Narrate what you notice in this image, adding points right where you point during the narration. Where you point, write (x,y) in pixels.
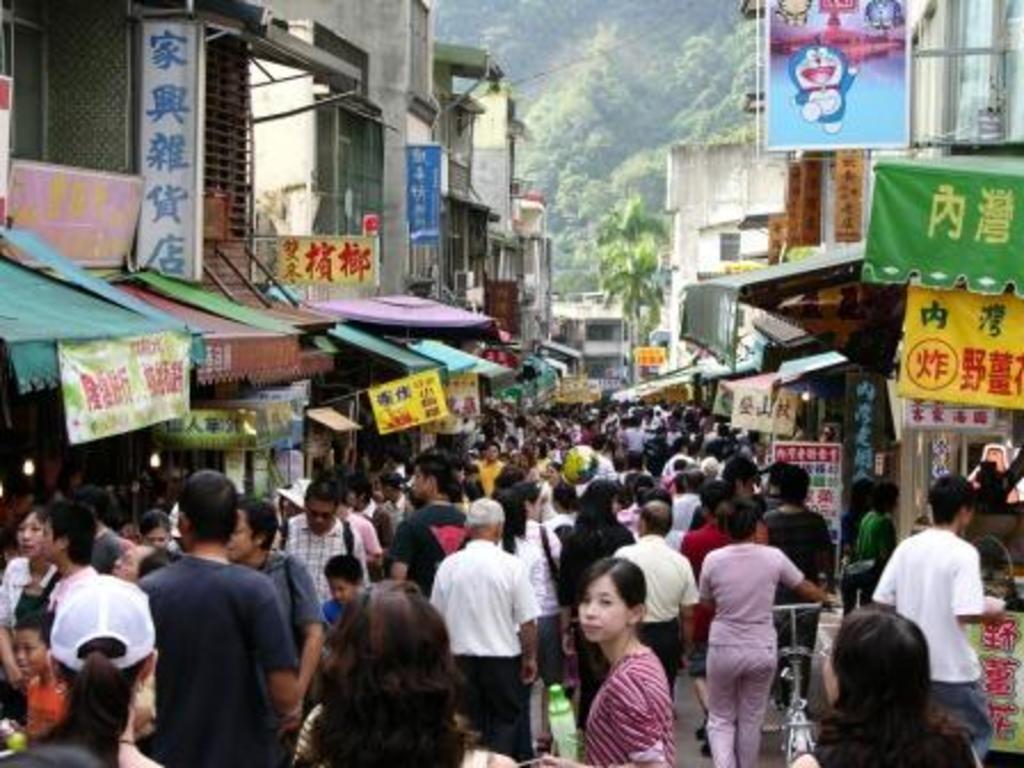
In this picture I can see few people (546,554) walking and few are standing and few boards (924,246) with some text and I can see buildings (386,44), trees (637,227).
